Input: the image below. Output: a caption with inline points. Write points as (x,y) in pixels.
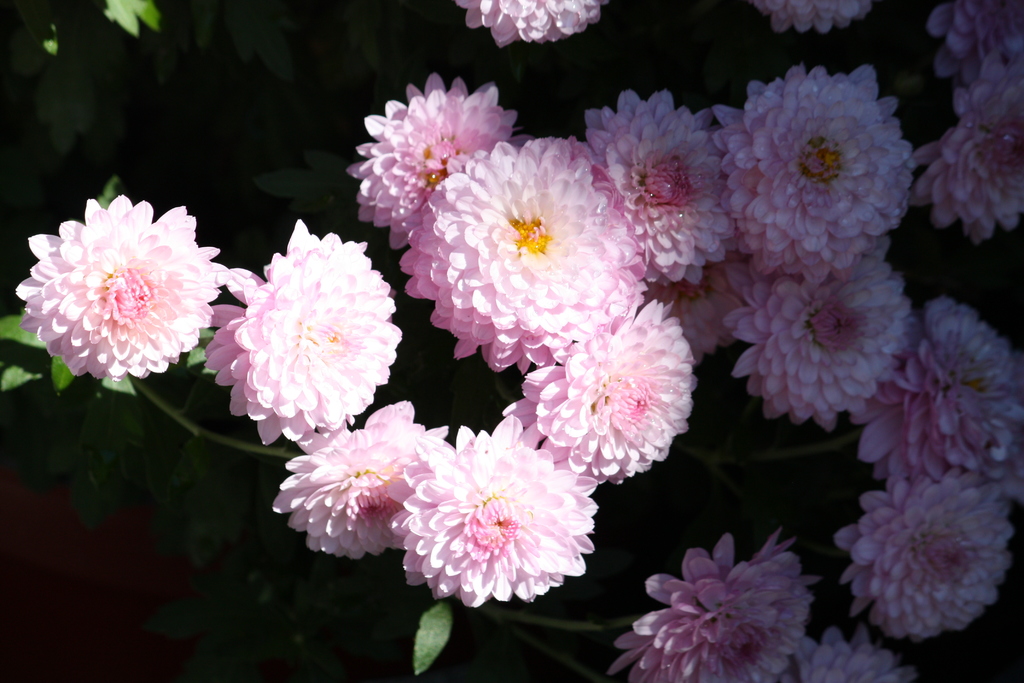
In this picture I can see there are few flowers (595,400) and it has pink color petals (562,503) and in the backdrop (148,26) there are leafs (225,624) and the rest is dark.
